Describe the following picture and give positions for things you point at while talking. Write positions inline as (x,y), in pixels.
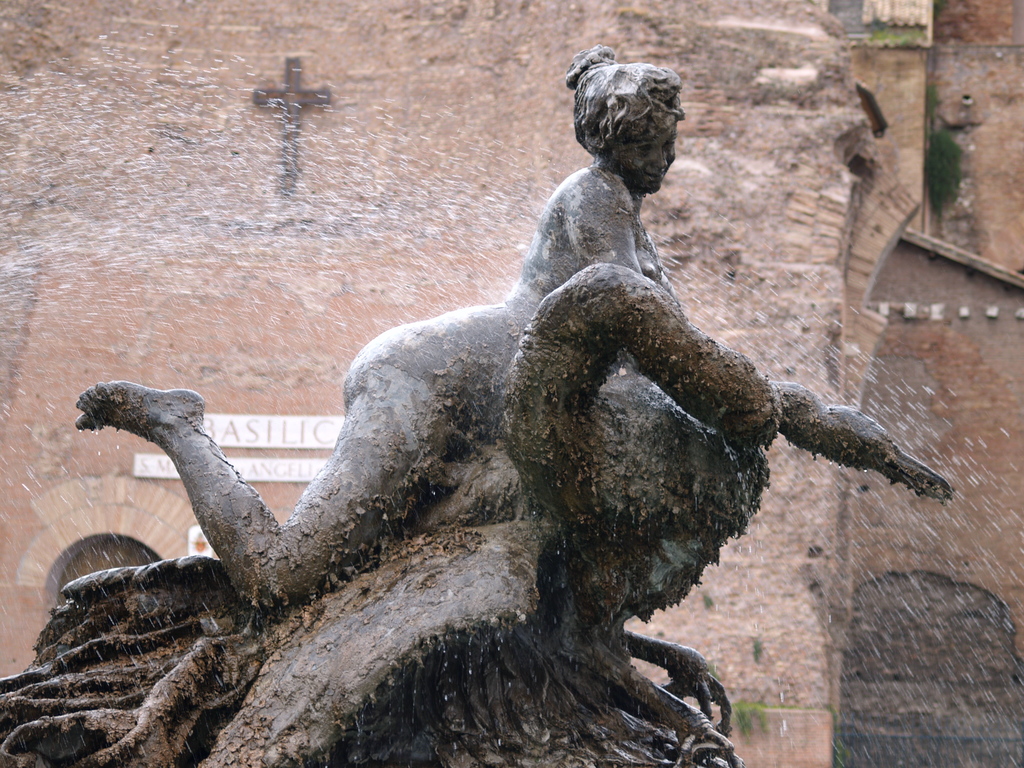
In this image, we can see a woman statue (485,391) and we can see the water (46,227) falling on the statue (449,541), in the background (150,37), we can see a wall (169,96) and there is a holy cross mark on the wall (228,49).
